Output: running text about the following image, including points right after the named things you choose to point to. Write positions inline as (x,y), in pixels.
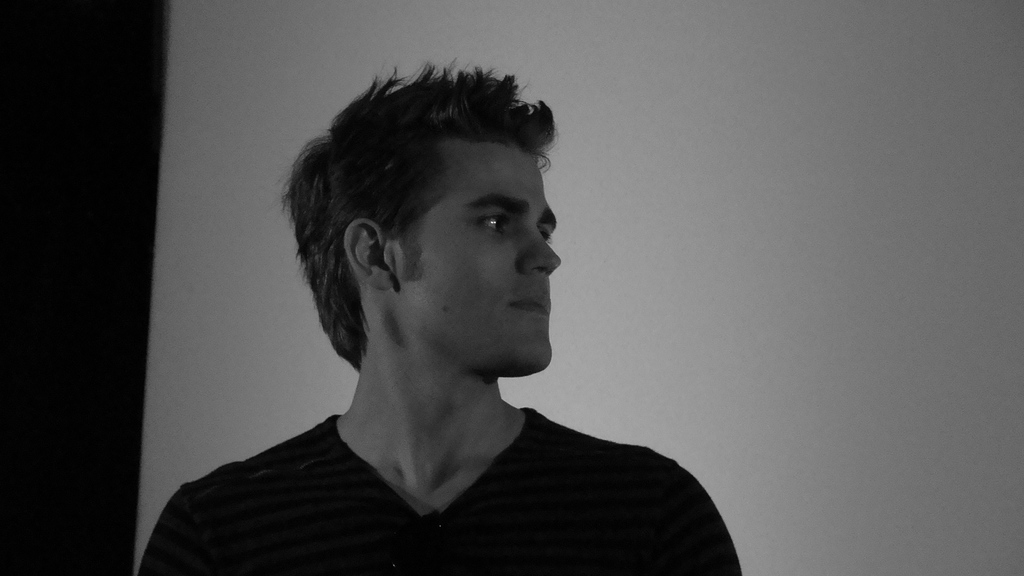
In this image I can see the person (354,522) with the dress (342,530) and this is a black and white image.
